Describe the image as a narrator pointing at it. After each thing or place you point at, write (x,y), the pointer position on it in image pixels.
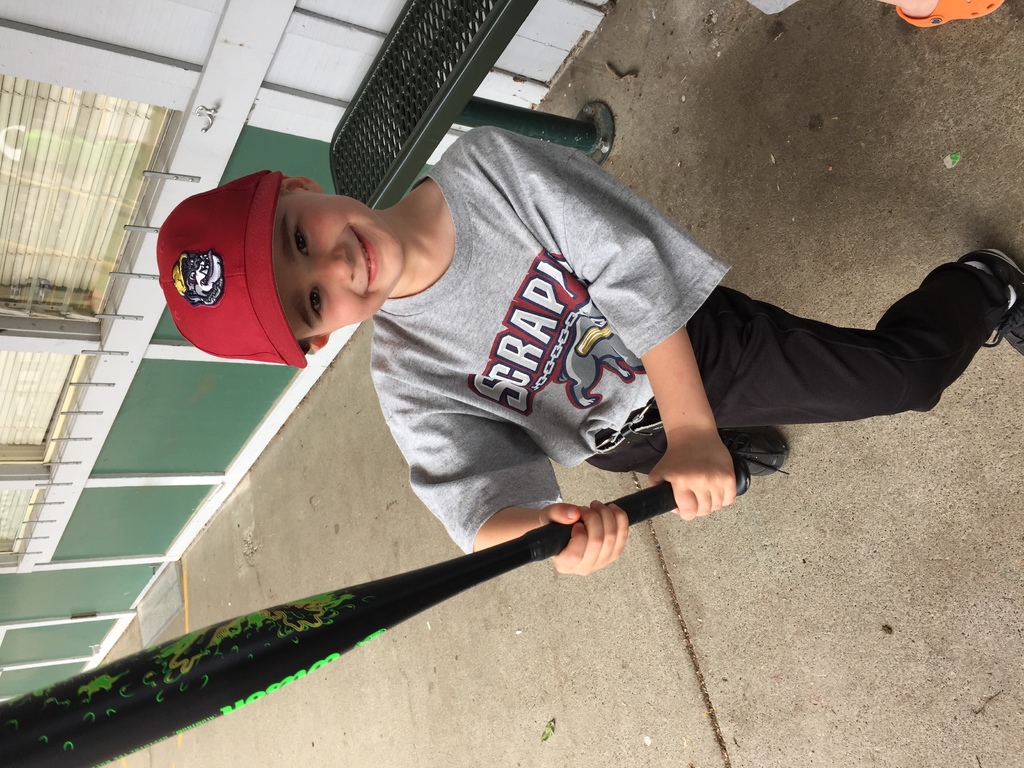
Here a little cute boy (520,221) is holding a baseball bat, he wore t-shirt (482,410), trouser (828,398) and a red color cap (276,346).
